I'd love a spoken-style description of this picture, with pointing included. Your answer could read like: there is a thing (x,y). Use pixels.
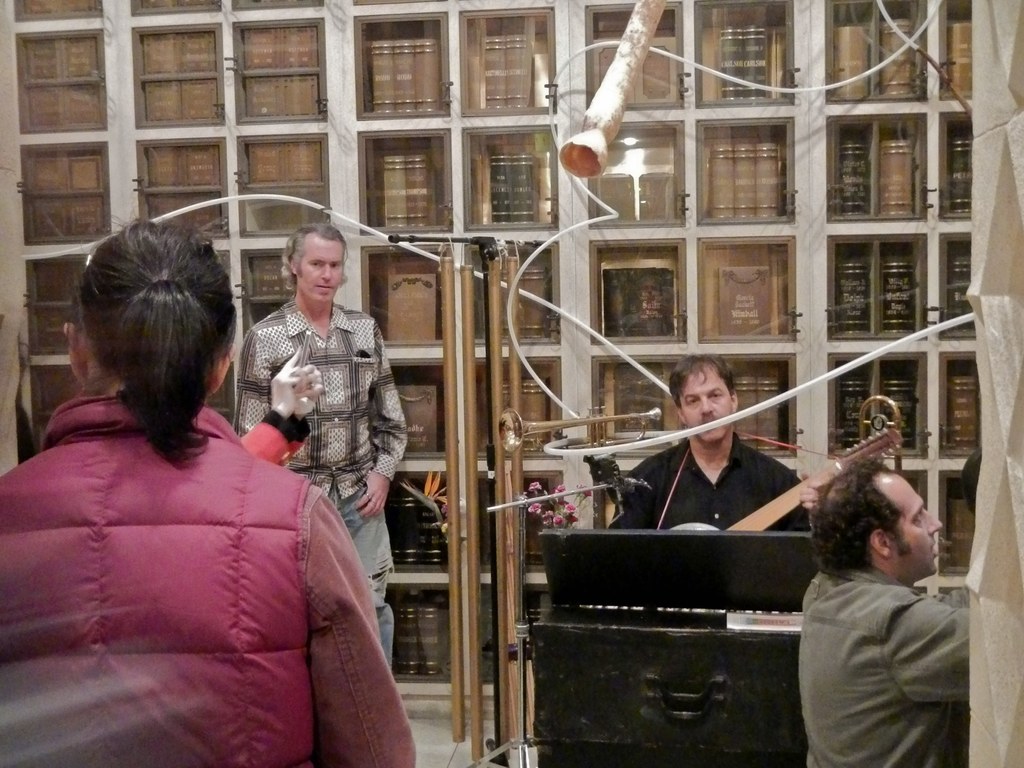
On the left side of the image (211,462) we can see people (211,462) standing. In the center (663,478) there is a man (761,470) sitting and holding a guitar (751,528) in his hand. There is a man (929,668) standing. In the background (644,281) we can see shelf (579,240) and there are many books (640,293) placed in the shelf (563,320).
